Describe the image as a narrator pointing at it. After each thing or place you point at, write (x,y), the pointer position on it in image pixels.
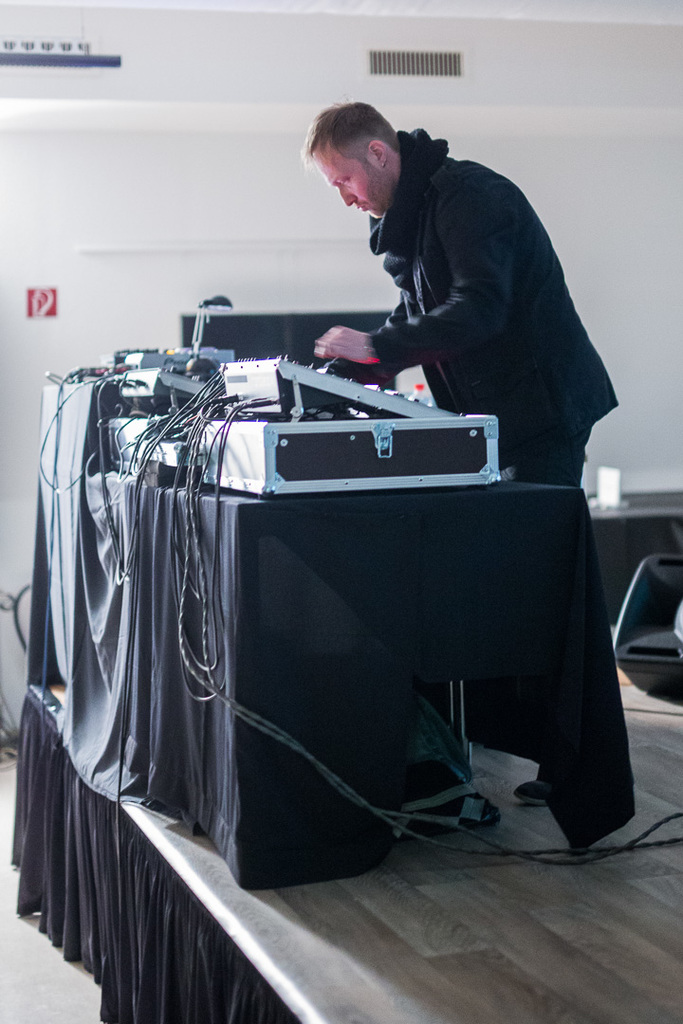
In this image in the center (446,383) there is one person (436,367) standing, and in front of him there are some music systems (231,418) and some wires (61,395) and a table (249,614). At the bottom (562,884) it looks like a stage (69,817), and in the background (128,183) there is wall (422,87) and some objects (657,548).
